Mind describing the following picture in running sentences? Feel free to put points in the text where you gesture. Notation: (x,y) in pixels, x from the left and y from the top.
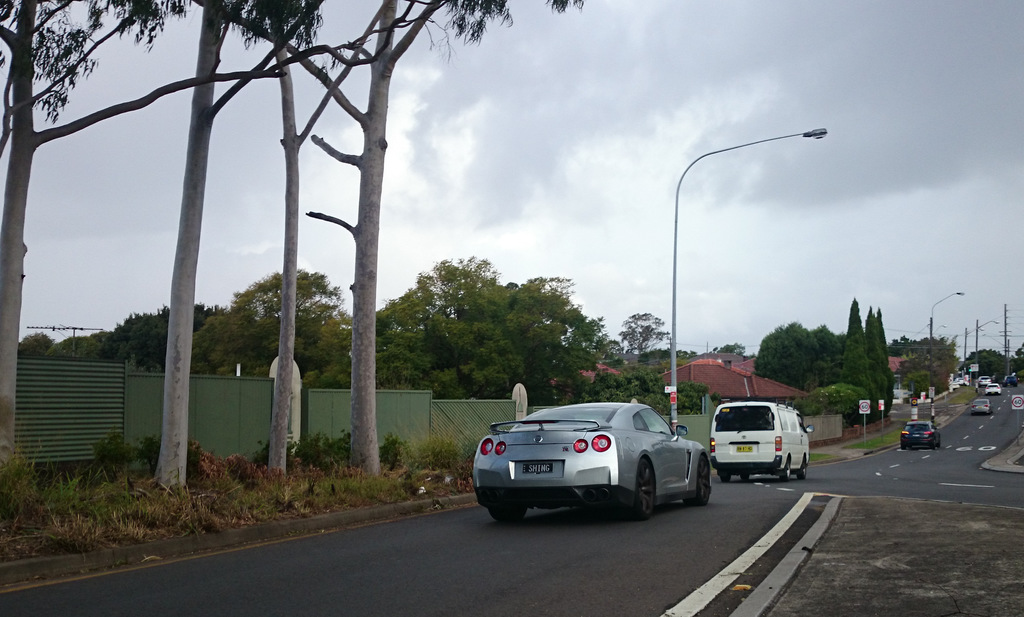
In this image we can see some vehicles (998,384) on the road (967,445) and there are few sign board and street lights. We can see some buildings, trees (275,463) and plants (189,526) and at the top (660,93) we can see the cloudy sky (742,195).
